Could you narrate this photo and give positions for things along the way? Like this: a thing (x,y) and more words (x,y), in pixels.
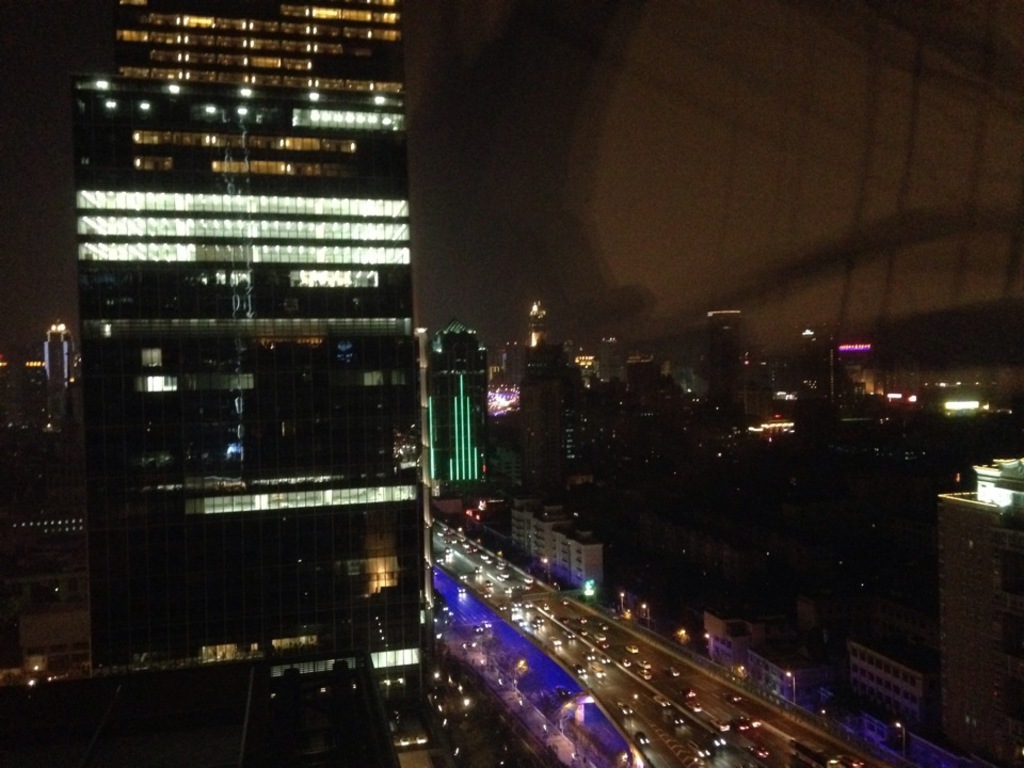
These are the buildings (289,214) with lighting (304,208). I can see the vehicles (722,726) moving on the road (622,714).
